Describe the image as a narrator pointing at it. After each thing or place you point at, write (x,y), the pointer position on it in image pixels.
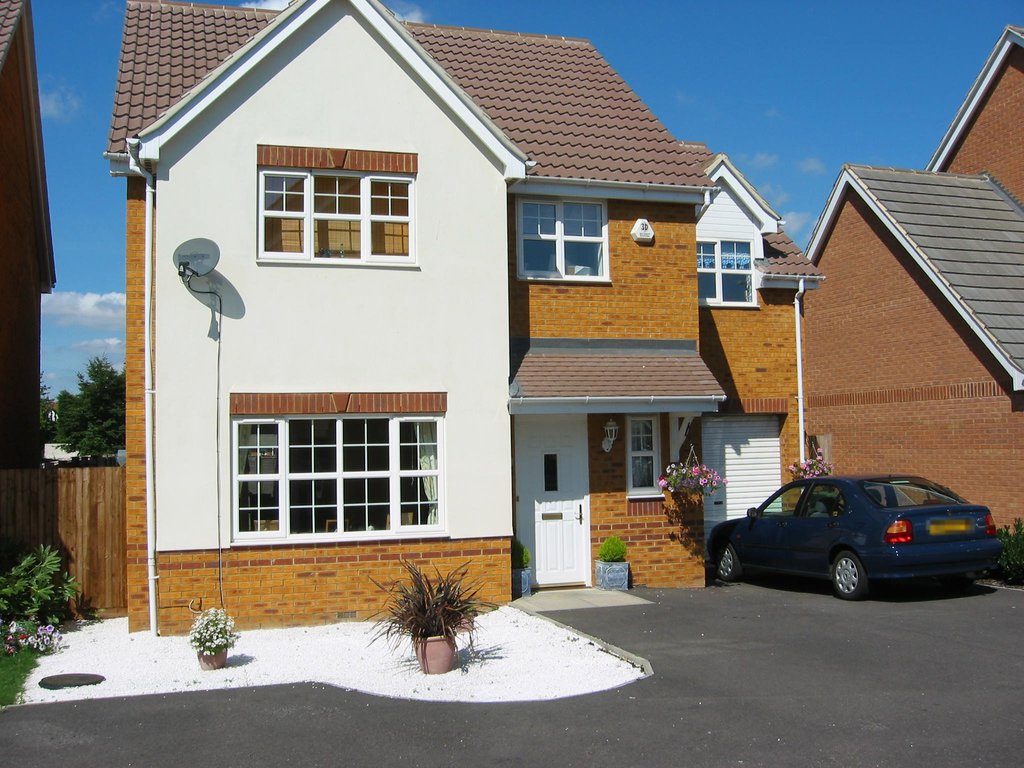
This is a front view of a building (408,255), in this image we can see a car (833,528) parked in front of the house (460,510) and there are few plants (410,594).
